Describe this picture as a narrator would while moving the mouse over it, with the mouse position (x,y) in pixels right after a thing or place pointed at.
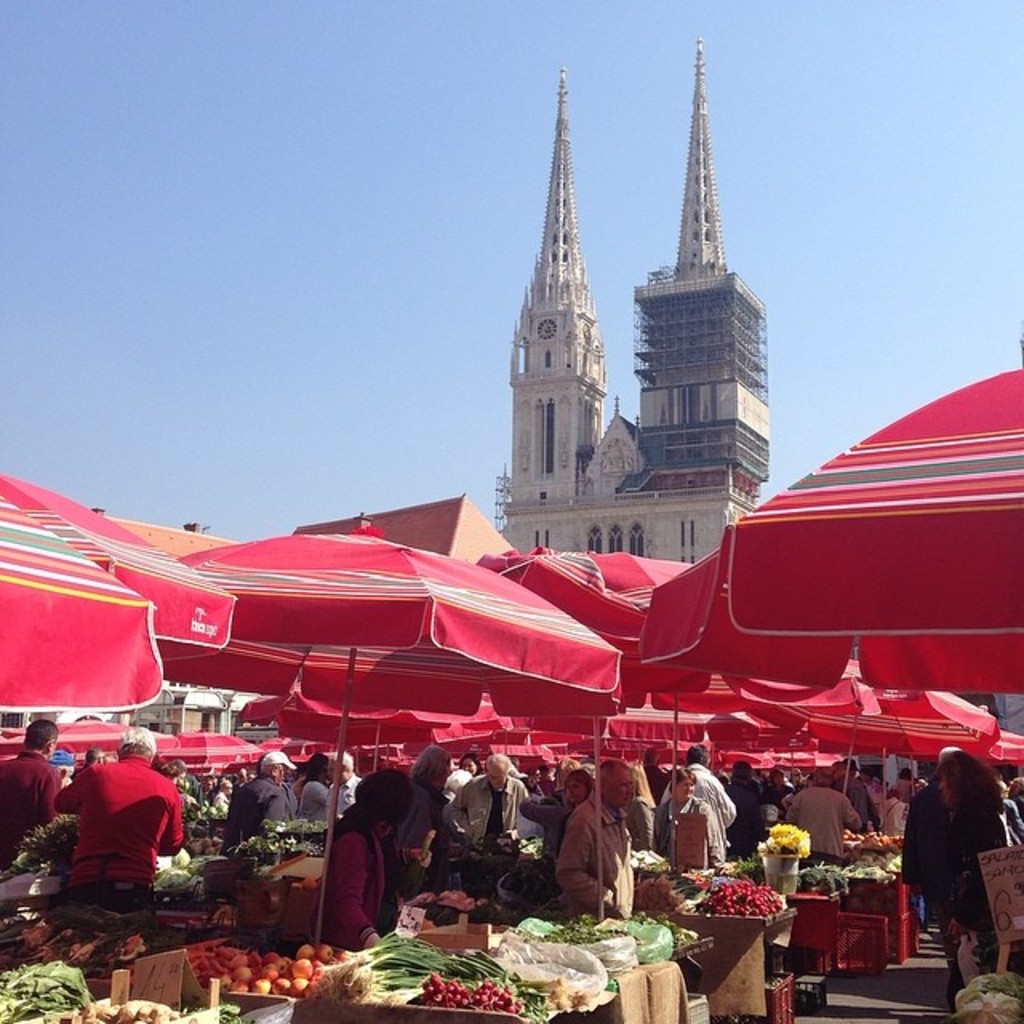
In the center of the image (393,563) there are tents (430,629). At the bottom (126,931) there are tables (735,947) and we can see vegetables (535,982). There are people (346,931) standing. In the background (499,524) there is a tower (529,482) and sky (341,386).
